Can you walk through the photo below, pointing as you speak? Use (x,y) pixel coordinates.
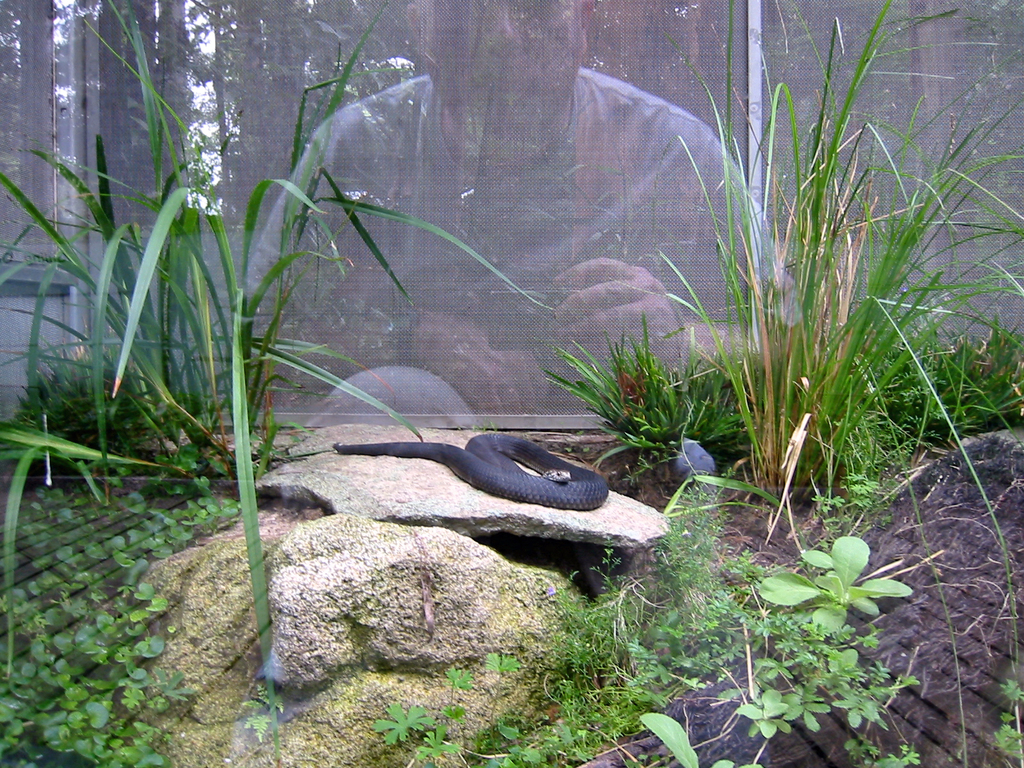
In this picture there is a snake (456,472) in the center of the image (357,452), on a rock (450,503) and there are plants (798,599) on the right (831,497) and left side of the image (97,217), there is a glass window (270,216) in the background area of the image (471,241).
